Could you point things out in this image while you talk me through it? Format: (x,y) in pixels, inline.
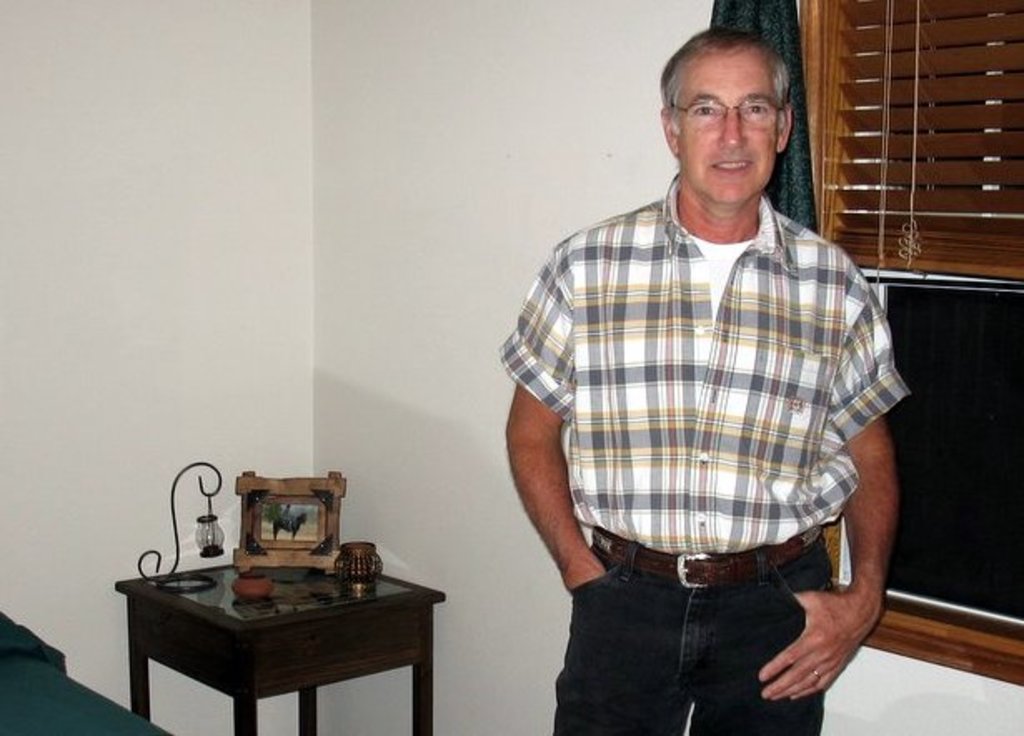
To the right side (777,399) there is man (694,362) with checked shirt (746,373) and black jeans (707,596) is standing and he is smiling. He is wearing spectacles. And there is a window (875,118) with curtain (772,30). There is a table (324,645). On the table (356,650) there is a small lamp (213,537), frame (260,546) and other object (258,580).
